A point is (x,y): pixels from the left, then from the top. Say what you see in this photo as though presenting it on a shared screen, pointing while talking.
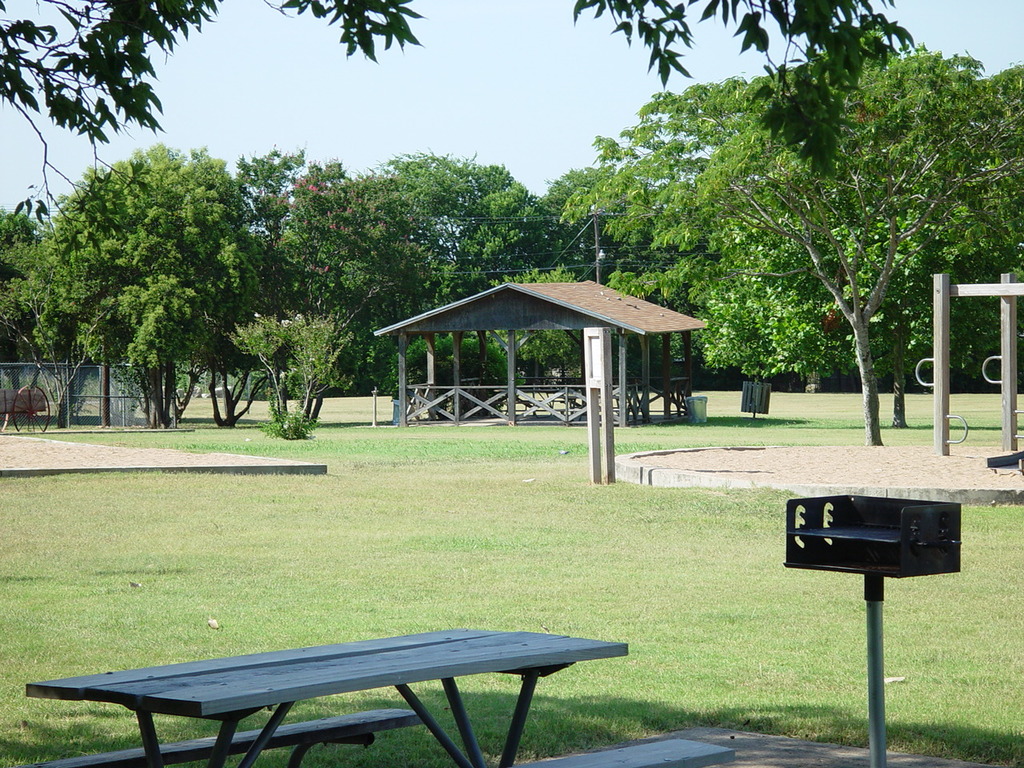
In the center of the image (584,337) we can see shed (689,349), board (750,392), trees (608,283), poles (602,258), fencing (100,402), wheels (20,399) are present. At the top of the image (424,102) sky (458,99) is there. In the background of the image (489,432) ground (499,441) is there. At the bottom of the image (340,679) bench (319,679) is present.
